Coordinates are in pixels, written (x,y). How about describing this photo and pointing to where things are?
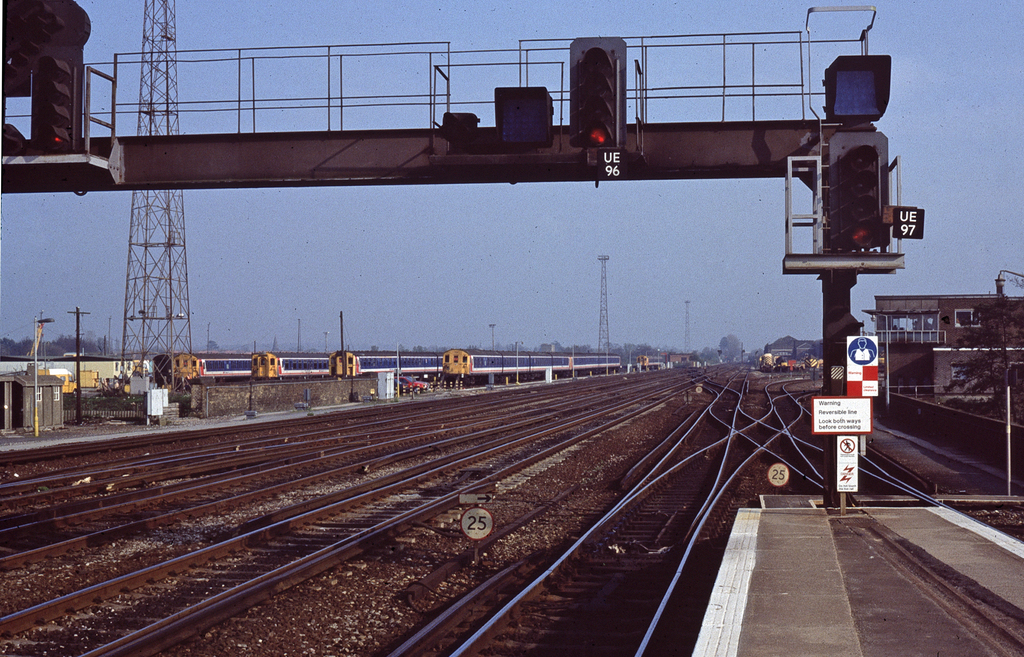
In this image there are railway tracks (563,414) and we can see trains (468,375). There are towers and we can see poles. There are boards (864,361) and we can see traffic lights (583,145). On the right (914,368) there are sheds (940,379). At the top (559,61) there is sky (635,195).
